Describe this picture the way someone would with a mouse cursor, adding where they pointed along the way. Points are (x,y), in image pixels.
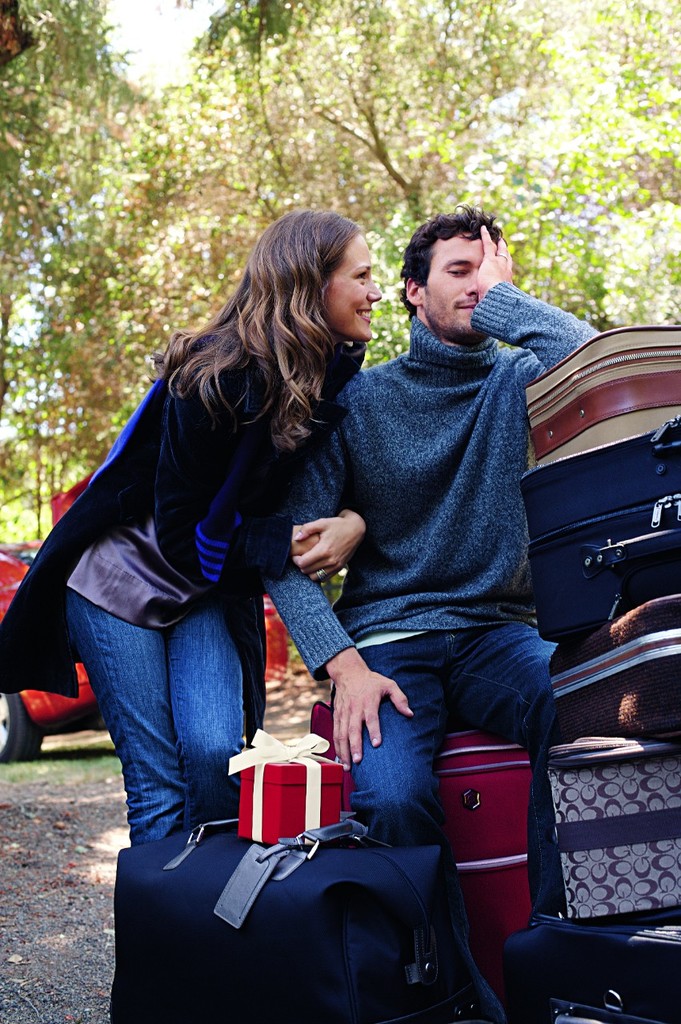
In the picture I can see a man (309,474) on the right side (459,693) and he is sitting on the luggage bag (469,731). There is a woman (333,396) on the left side (166,416) and there is a smile on her face (329,295). I can see the luggage bags (640,496) on the floor (44,749) and there is a gift box (252,768) on the bag (312,852). In the background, I can see the trees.
